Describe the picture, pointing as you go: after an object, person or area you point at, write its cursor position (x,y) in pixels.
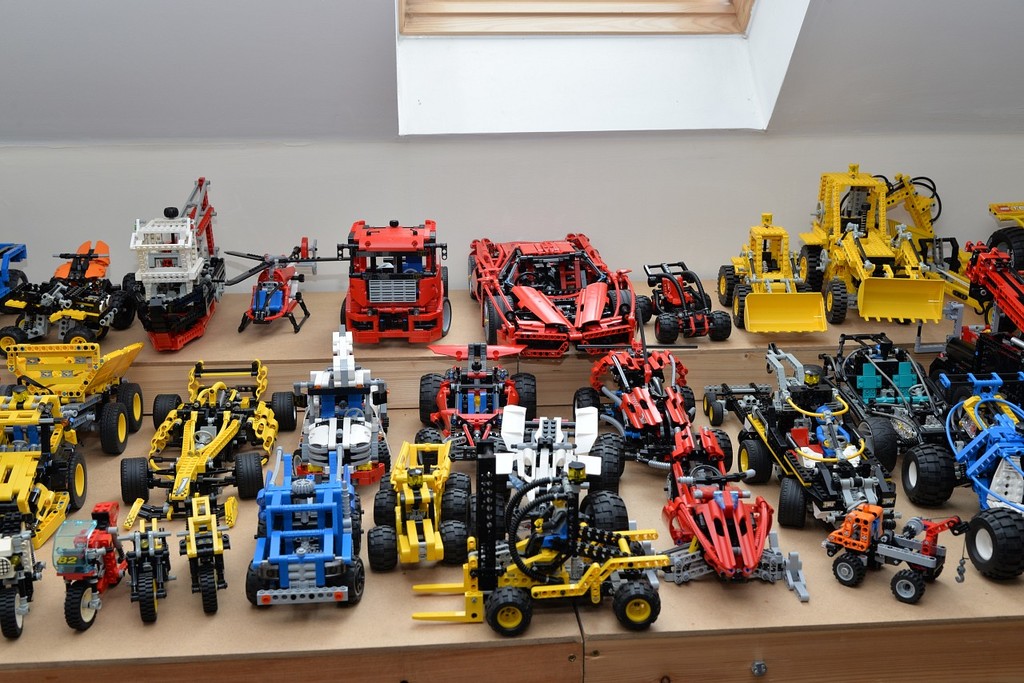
In this picture there are different types of toys (742,316) on the table (829,578). At the top (716,15) it looks like a window (611,23).
